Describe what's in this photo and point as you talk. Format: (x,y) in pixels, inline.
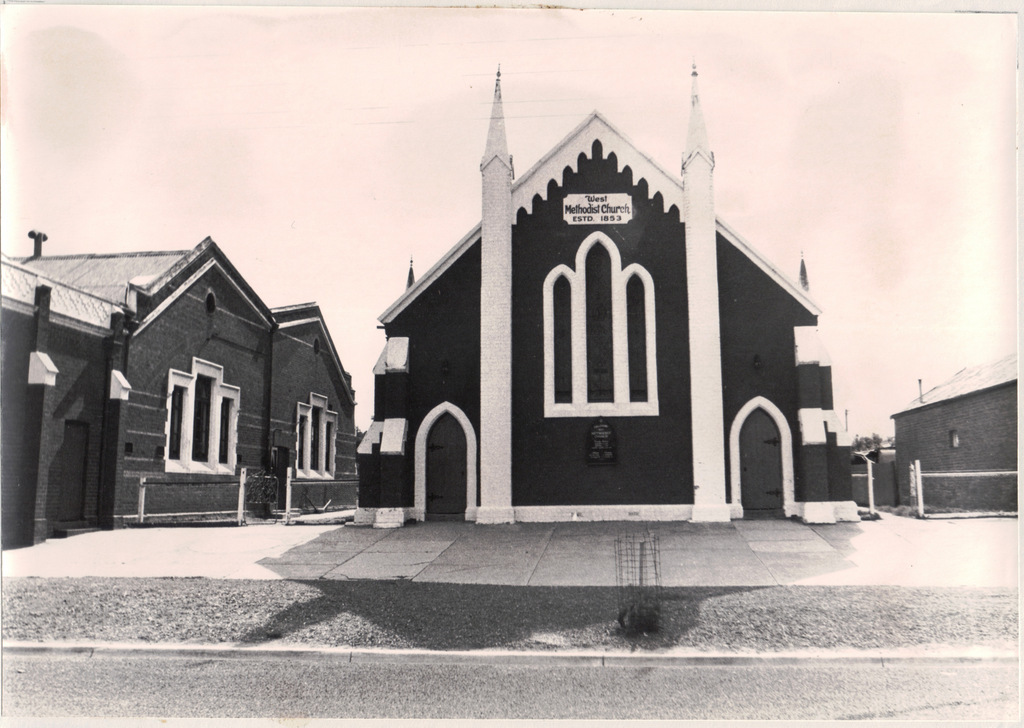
In this image in front (436,689) there is a road (445,701). In the center of the image (555,256) there are buildings (524,437). There is a metal fence (246,502). In the background of the image (374,116) there is sky (238,124).
